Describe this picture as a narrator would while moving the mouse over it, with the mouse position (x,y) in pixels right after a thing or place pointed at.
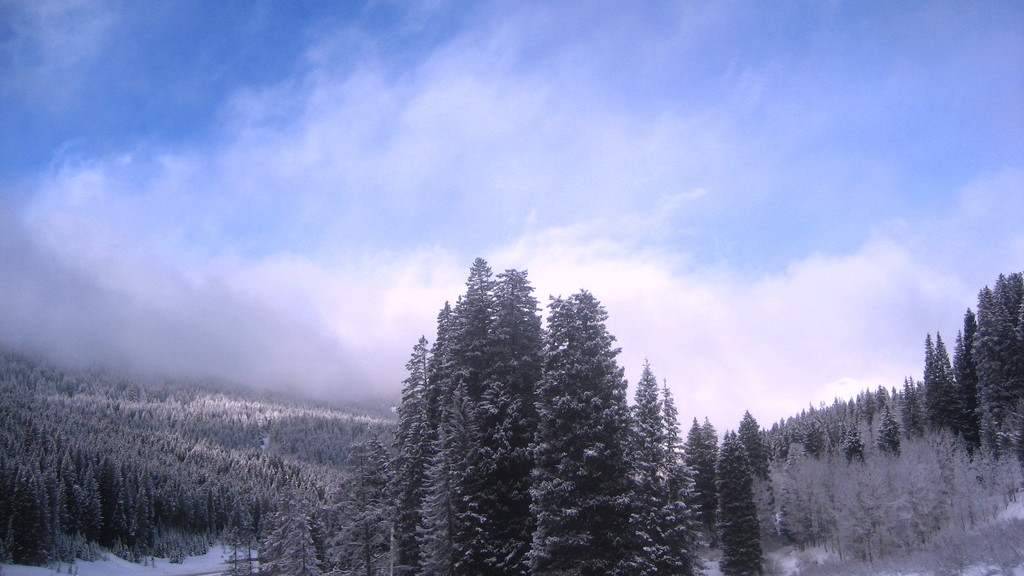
At the bottom of the image (29,400) we can see some trees (506,438) and snow (97,575). At the top of the image (707,54) there are some clouds (195,343) in the sky (16,85).
